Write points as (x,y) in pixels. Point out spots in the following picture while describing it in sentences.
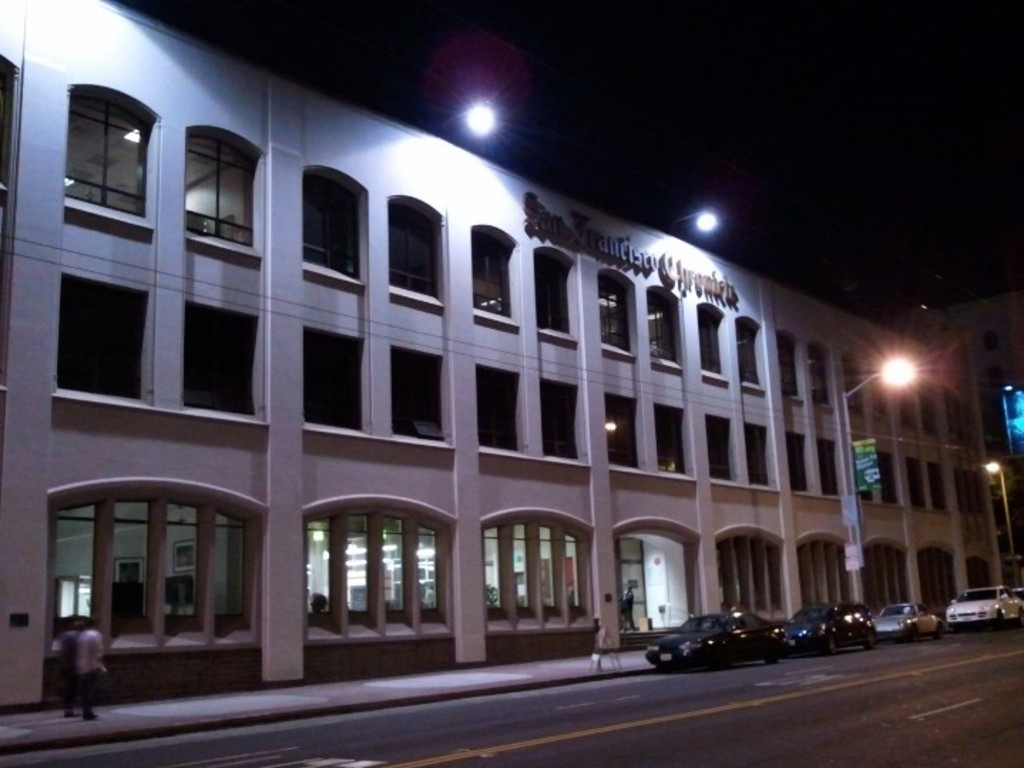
In this image there is a road (696,720), on that road (748,672) there are cars (794,648) near to the cars (856,634) there is a footpath (463,691), on that footpath (214,700) people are walking, in the background (80,64) there is a building (454,432).
